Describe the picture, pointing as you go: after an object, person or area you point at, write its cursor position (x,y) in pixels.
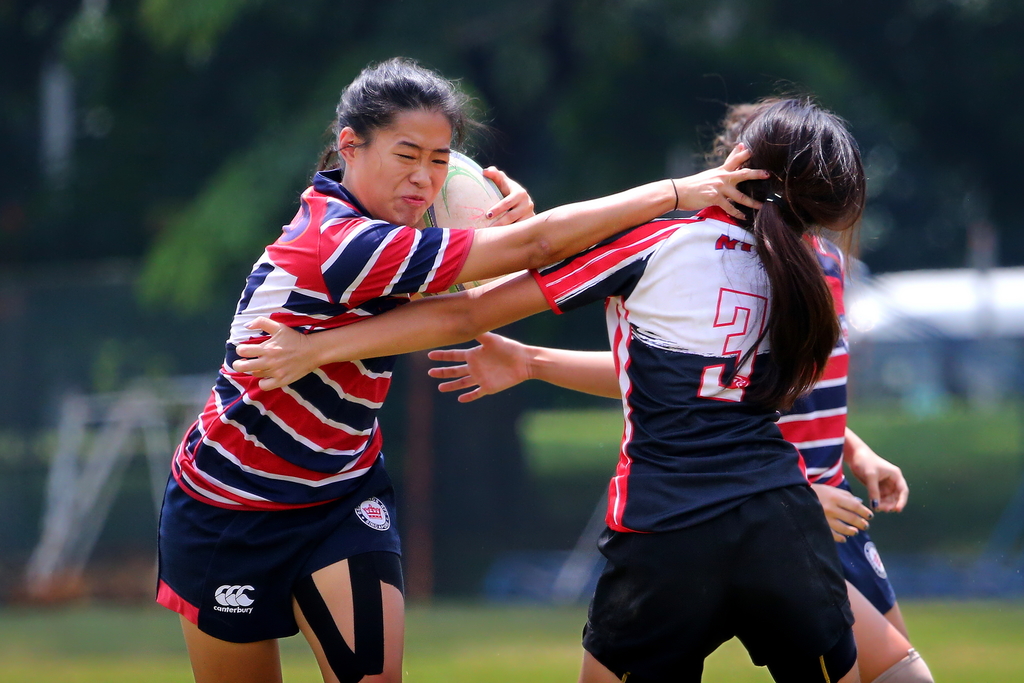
In this image, there are a few people (689,328) wearing T-shirt (275,478) and shorts (218,566). Among them, a person (432,286) is holding an object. We can see the ground (501,626) and the background (287,59) is blurred.
